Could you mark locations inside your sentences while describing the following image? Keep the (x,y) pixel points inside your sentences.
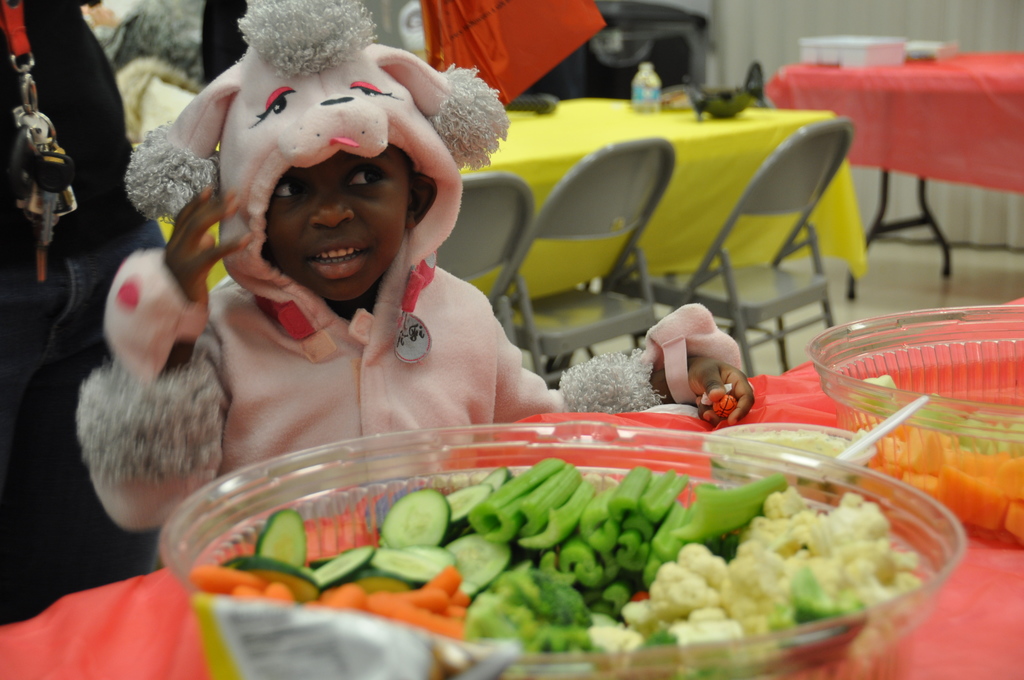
There are vegetables (792,499) in the bowl (795,462), here a child (326,322) is standing, there are tables (670,242) and chairs (461,234), this is bottle (638,99).
